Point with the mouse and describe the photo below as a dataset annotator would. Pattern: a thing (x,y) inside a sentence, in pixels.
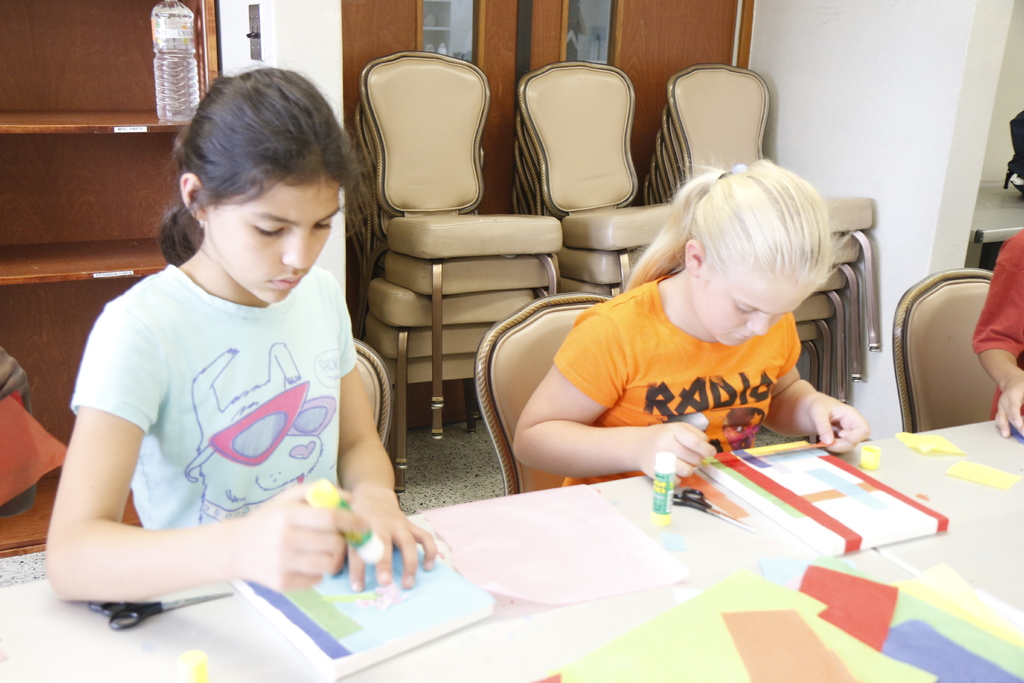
there are two girls (645,425) sitting on a chair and doing some work with a books (415,591) on a table (684,522) in front of them.
